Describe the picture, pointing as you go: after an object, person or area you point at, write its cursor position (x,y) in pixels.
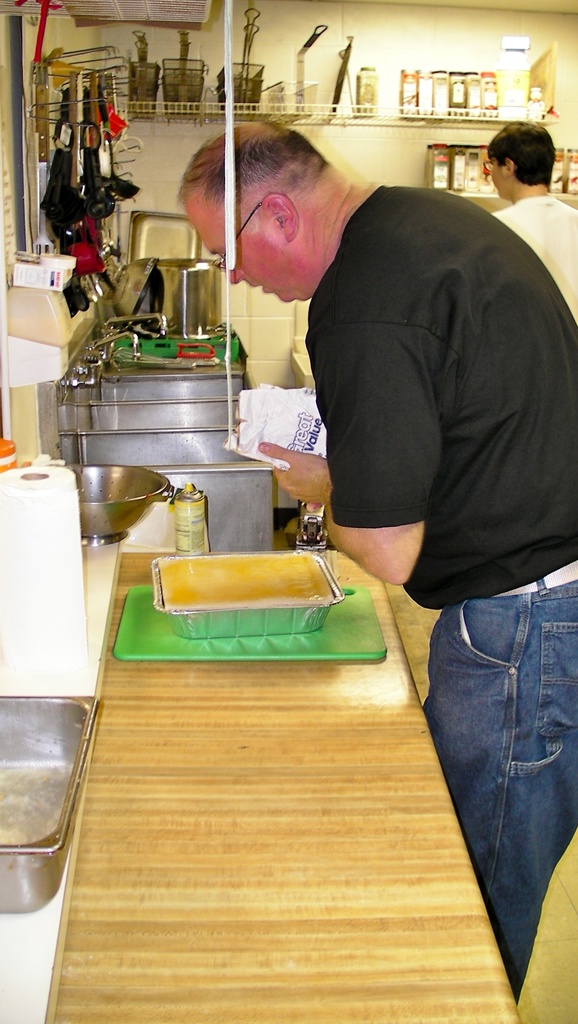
In this picture there is a man (395,518) standing in front of a table (276,743) on which a bowl (243,606) and tray (165,608) was placed. In the background (190,315) there are some kitchen accessories (204,64) placed in the cupboards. We can observe a man (530,209) in the right side (511,193) and a wall (440,29) here.
